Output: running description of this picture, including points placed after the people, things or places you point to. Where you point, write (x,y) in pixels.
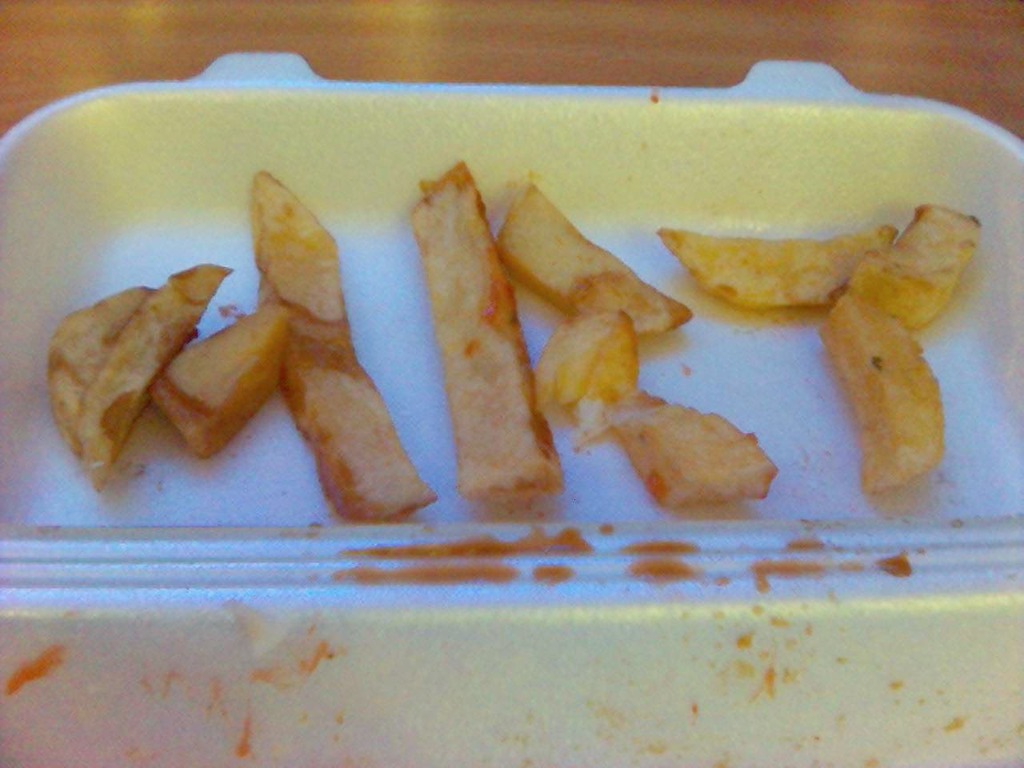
In this picture we can see some food item (351,351) placed in a plate (565,483).
